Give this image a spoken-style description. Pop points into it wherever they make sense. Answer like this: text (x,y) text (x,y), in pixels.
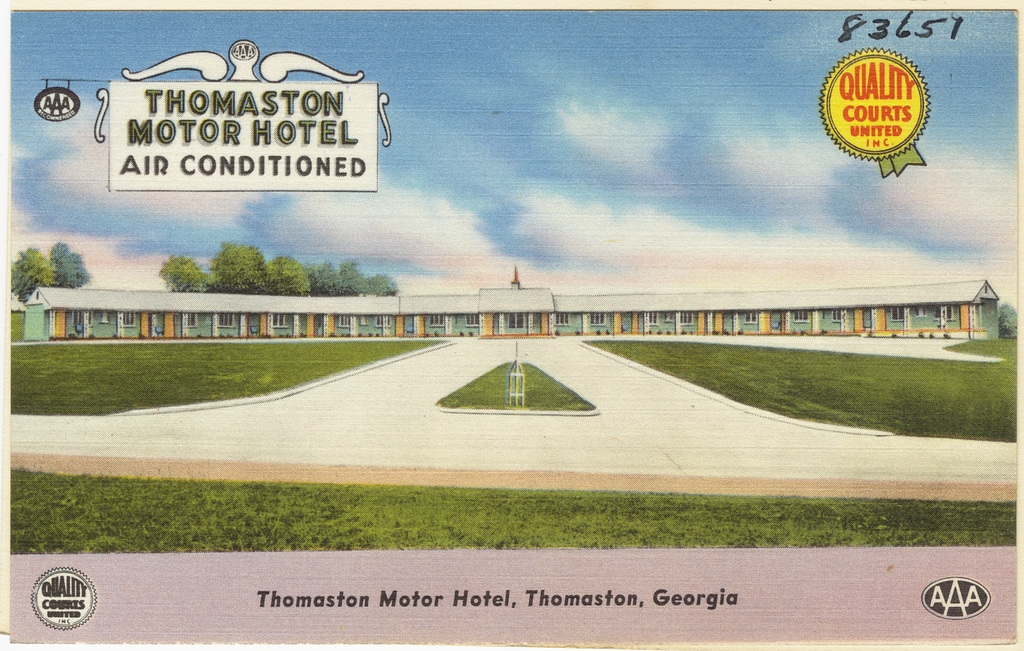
In this image there is a poster (519,366), there is the sky (614,177), there are clouds (627,238) in the sky (510,239), there is text (872,88), there are numbers (896,26), there is a building (512,319), there are trees (287,287), there are windows (229,322), there are doors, there is the grass (180,363), there is an object (516,375) on the grass (526,400), there is a tree (1004,318) truncated towards the right of the image (1007,331).
